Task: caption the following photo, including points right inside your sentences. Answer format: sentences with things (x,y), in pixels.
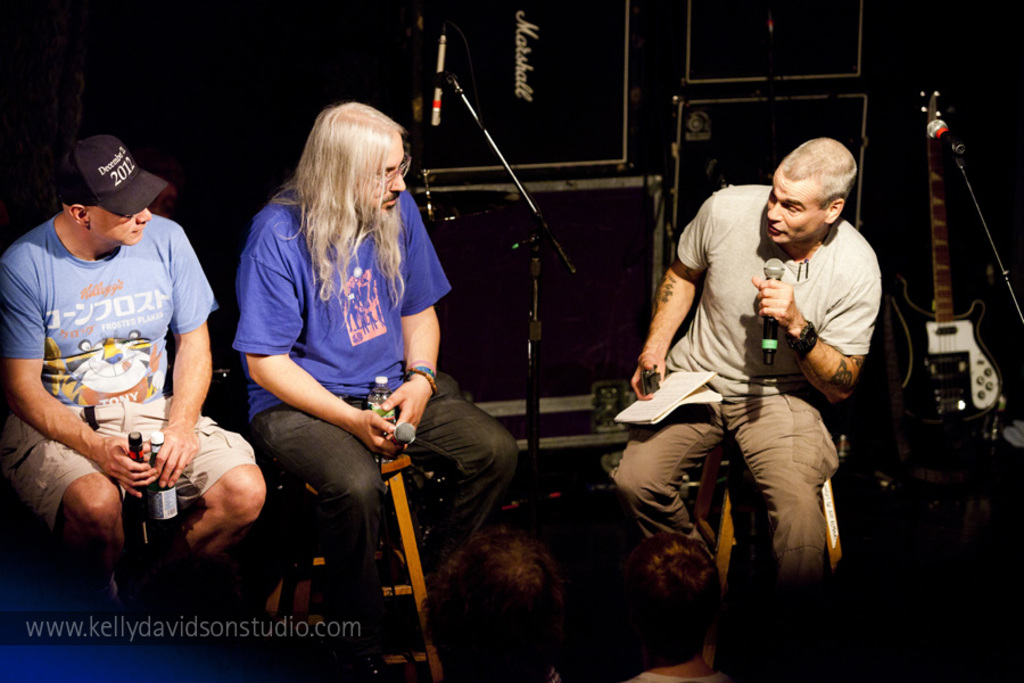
In this image we can see three people (429,357) sitting on the stools (729,538), a person (757,353) is holding a mic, papers (671,382) and an object (651,374), a person (426,430) is holding a mic (412,436) and a bottle (378,413) and a person (164,416) is holding bottles (156,486), there is a mic (439,59) with stand (533,421) in front of the person (650,358), and on the right side (956,365) there is a guitar (936,344) and mic (957,145) and in the background (724,145) there are speakers (675,172).
